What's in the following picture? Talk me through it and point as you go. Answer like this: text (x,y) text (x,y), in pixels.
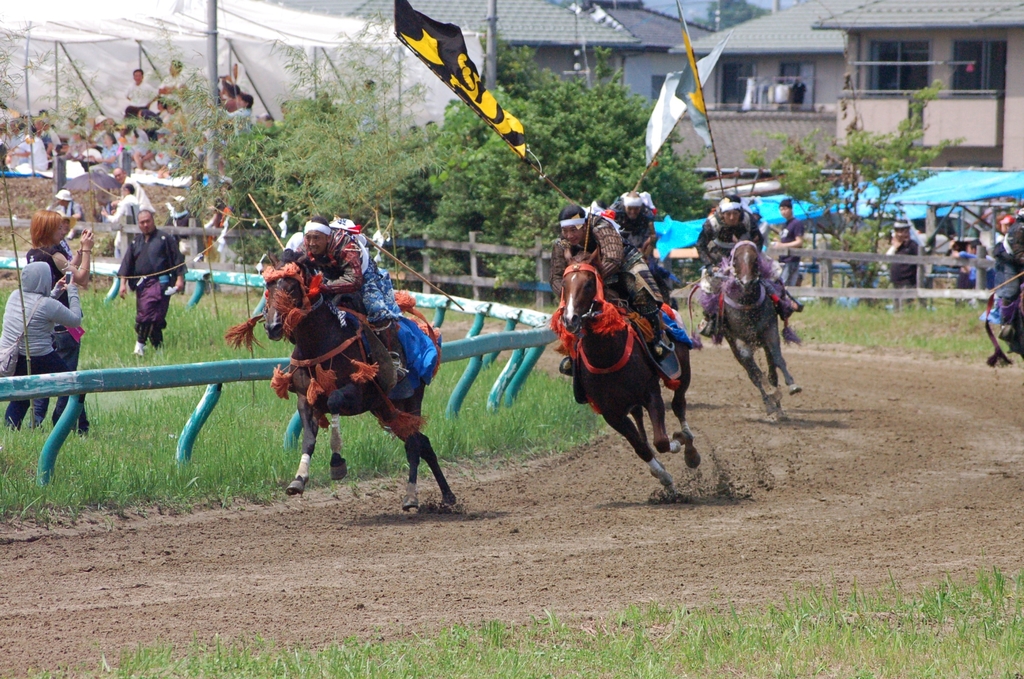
In this picture we can see horses (327,389) running on the ground (546,598) and on these horses (718,298) we can see some people (346,288) and some people (165,249) on the grass (208,317) and in the background (470,263) we can see fences (473,261), flags (688,96), trees (479,183), tents (160,21), buildings (811,33) and an umbrella (107,179) and a group of people (50,142) and some objects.
